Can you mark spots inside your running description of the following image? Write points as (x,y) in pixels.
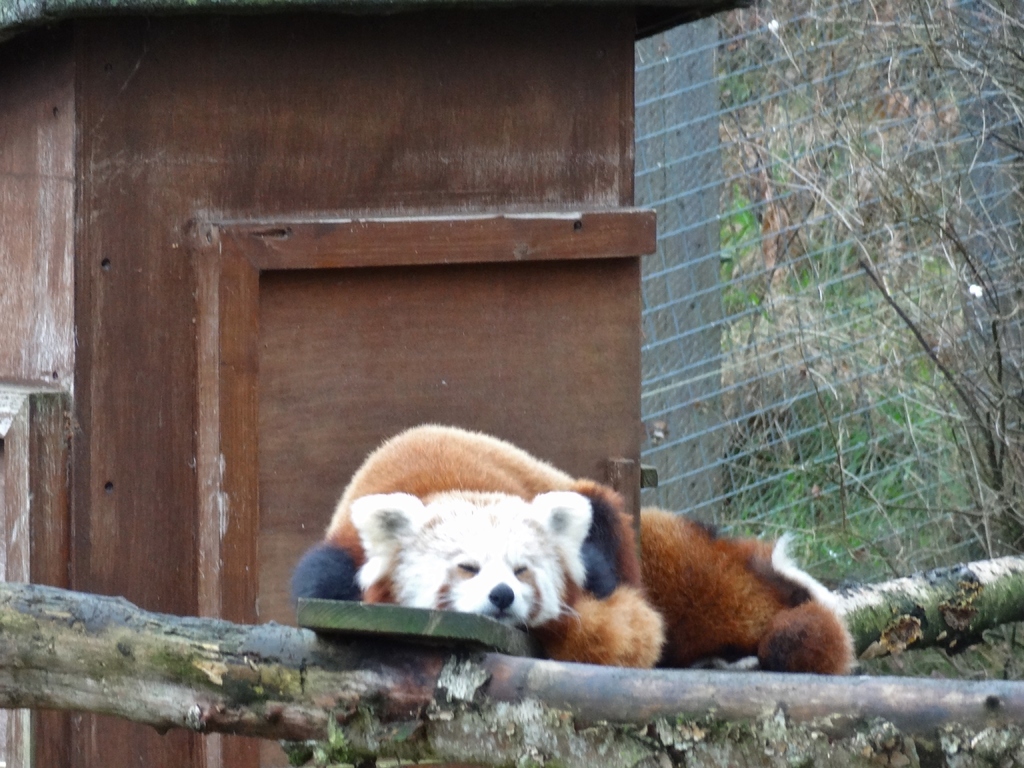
In this image in the center (561,507) there is an animal (531,554) sleeping. In the background (693,483) there is a fence (722,278), there are trees (803,176) and there's grass (857,523) on the ground (849,521). On the left side (173,250) there is a wooden object (166,307). In the front (164,661) there is a branch (495,727) of a tree (172,658).
